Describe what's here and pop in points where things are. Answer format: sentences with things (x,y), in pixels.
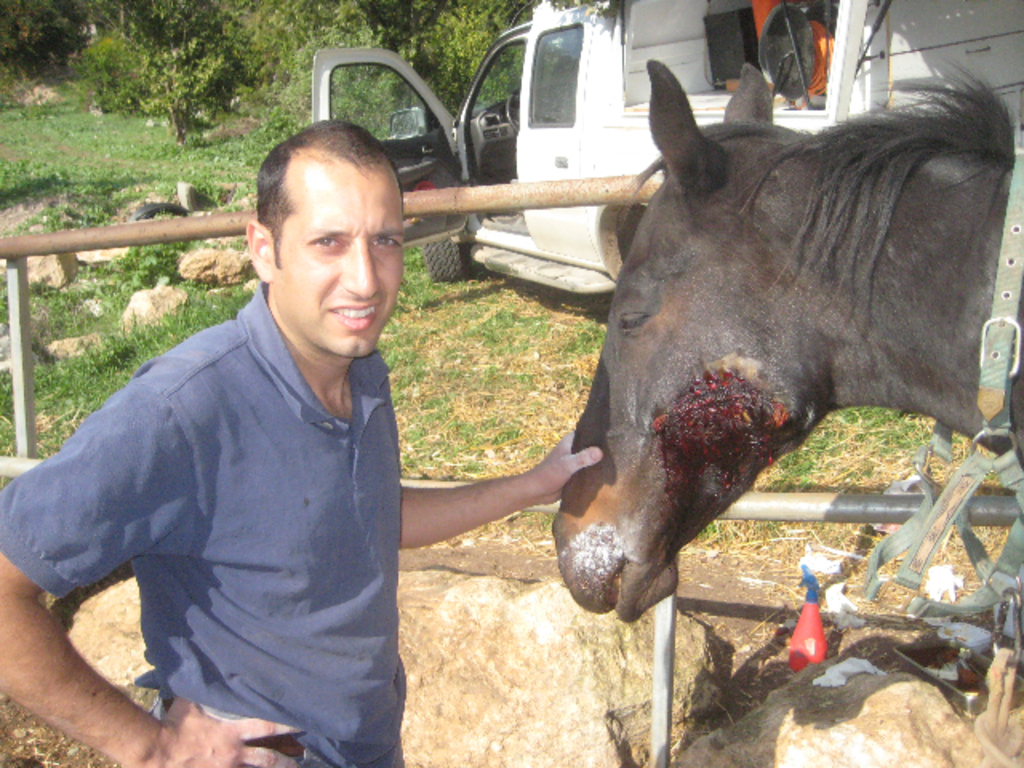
In this picture man (349,427) is standing holding a horse (659,396). There is a white truck (624,135) to the right side (835,94). Some trees (112,67) are visible in the background (95,75). There is a metal rail (455,208).
